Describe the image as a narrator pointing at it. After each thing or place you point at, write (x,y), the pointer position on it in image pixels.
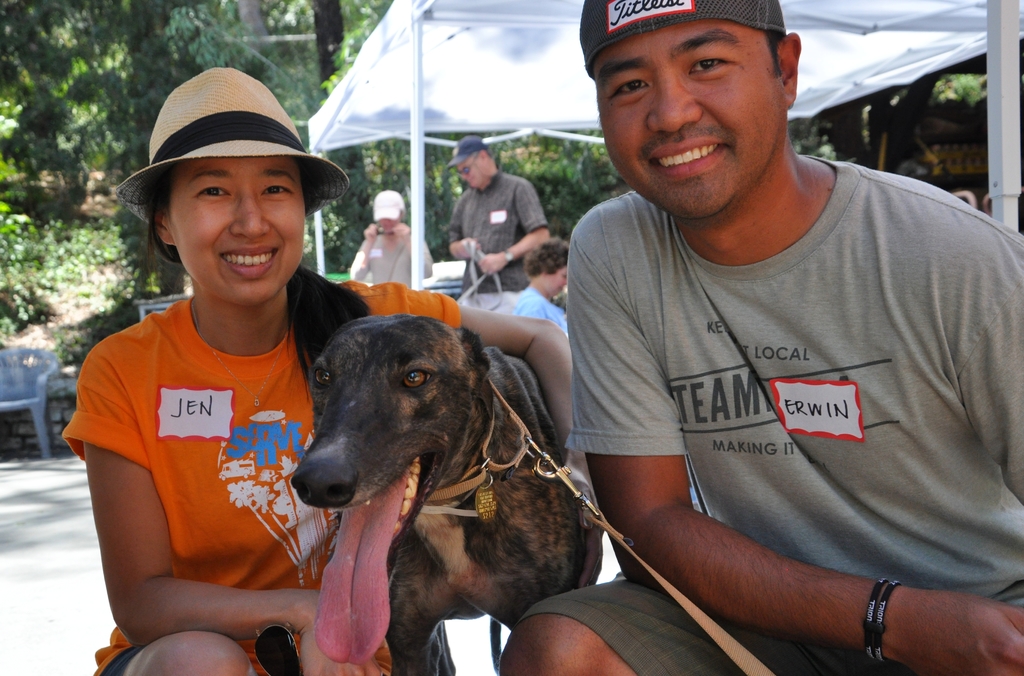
In this image I can see a man (601,217) and a woman (296,638), I can see both are smiling. Here I can see a dog (382,327) in between them. I can see both of them are wearing caps (159,153). In the background (466,218) I can see few more people (464,143), a chair (44,375) and number of trees (258,42).
